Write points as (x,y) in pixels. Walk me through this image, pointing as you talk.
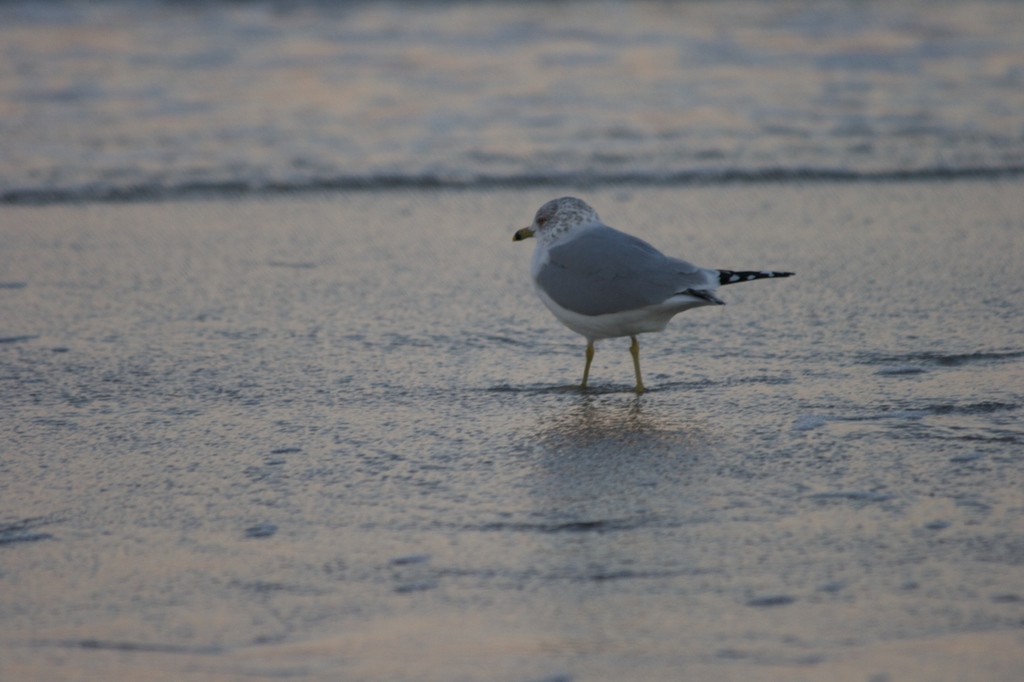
In this picture we can see a bird (678,287). In the background (509,157) there is water (786,86).
